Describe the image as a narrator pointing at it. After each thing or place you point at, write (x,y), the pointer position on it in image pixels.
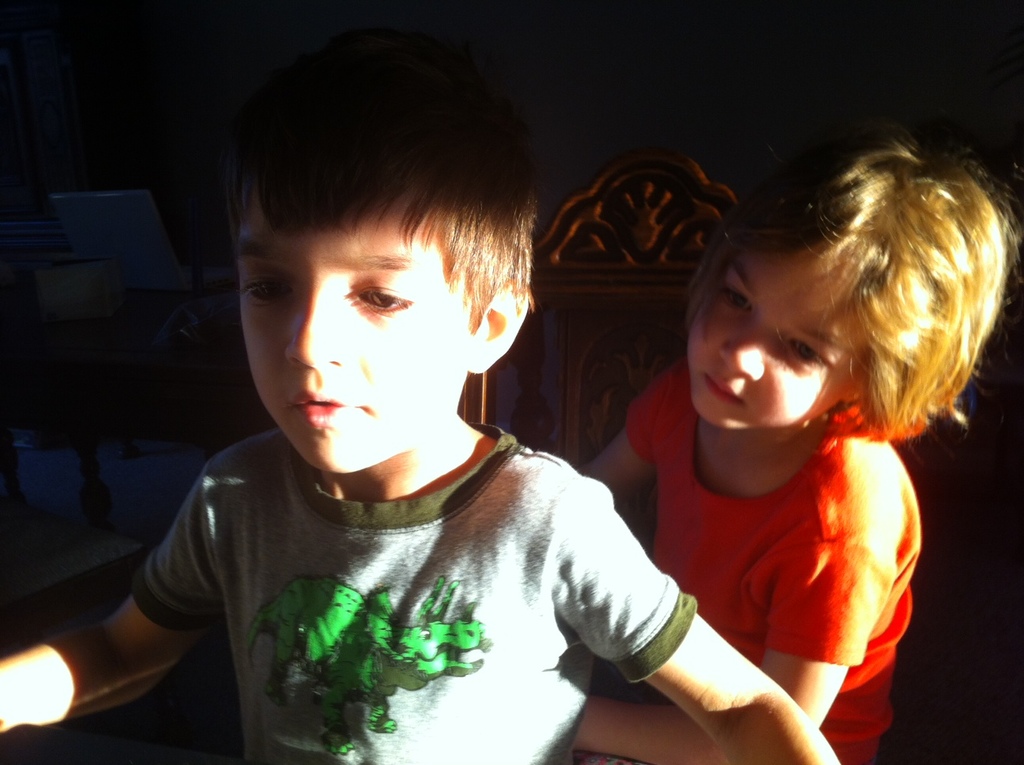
In this image we can see two children (735,497). In the back (672,306) there is a wooden object (648,178). In the background (141,202) it is dark.
